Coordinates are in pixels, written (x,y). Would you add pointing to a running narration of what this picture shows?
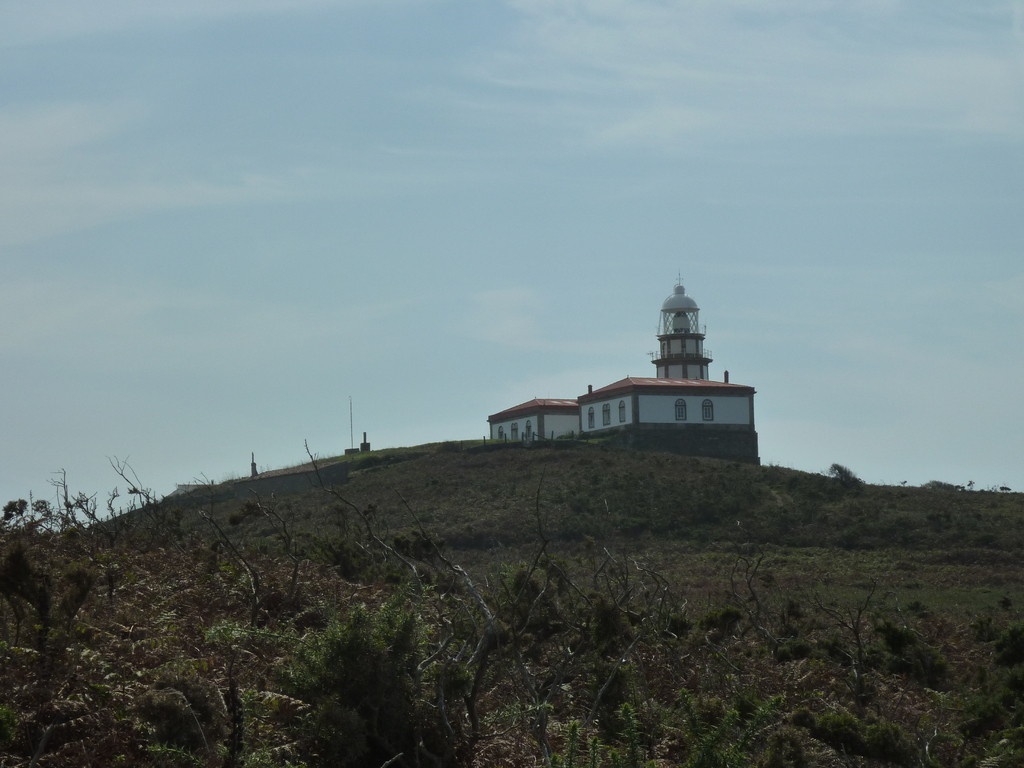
In this image we can see a building (747,451) on top of a mountain (889,564). In the background (921,330) we can see group of plants (335,740) and sky (811,312).
